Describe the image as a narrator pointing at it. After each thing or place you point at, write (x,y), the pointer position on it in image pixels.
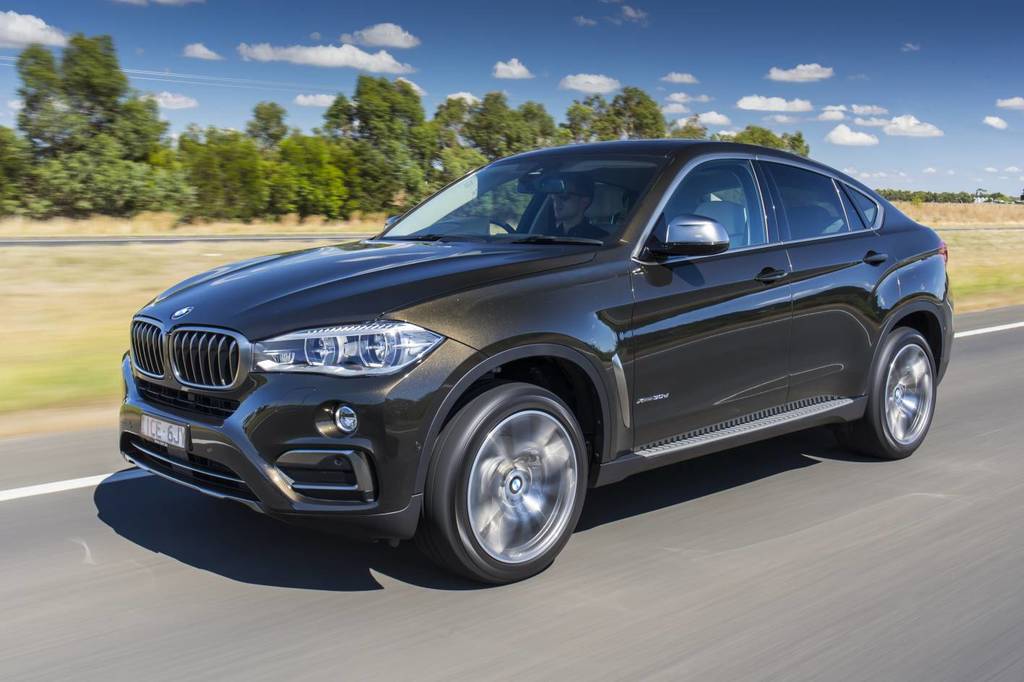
In the foreground of this image (496,360), there is a car (484,360) moving on the road (341,630). In the background (101,286), there is grassland (83,300), trees (544,120) and the sky (764,48).
